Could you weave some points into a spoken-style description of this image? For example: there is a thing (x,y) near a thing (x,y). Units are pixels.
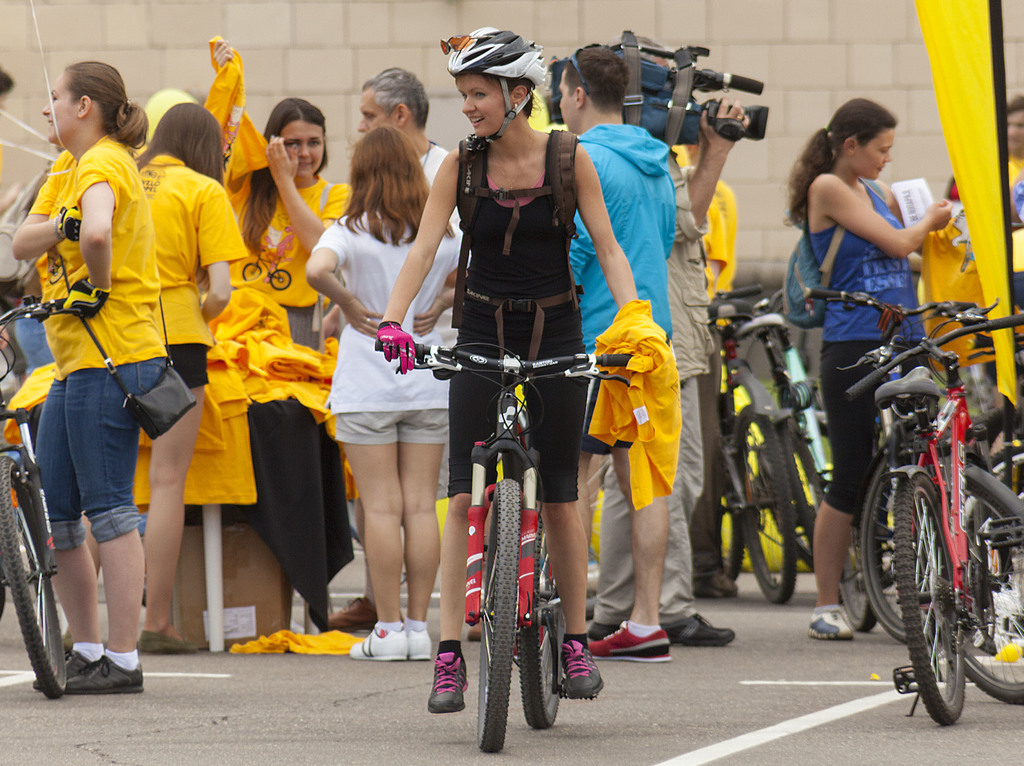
A lady (421,228) in black dress (475,317) wearing a bag (558,161) and helmet (489,69) holding a cycle (503,539) and having a yellow dress (634,347) on her hand (607,349). Behind there are some ladies (291,171) in yellow and white dress (377,256). A person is holding a camera (667,106) in the back (676,120). There are some cycles (879,474) in the background (963,413). There is a wall (414,36) in the background (706,68).
